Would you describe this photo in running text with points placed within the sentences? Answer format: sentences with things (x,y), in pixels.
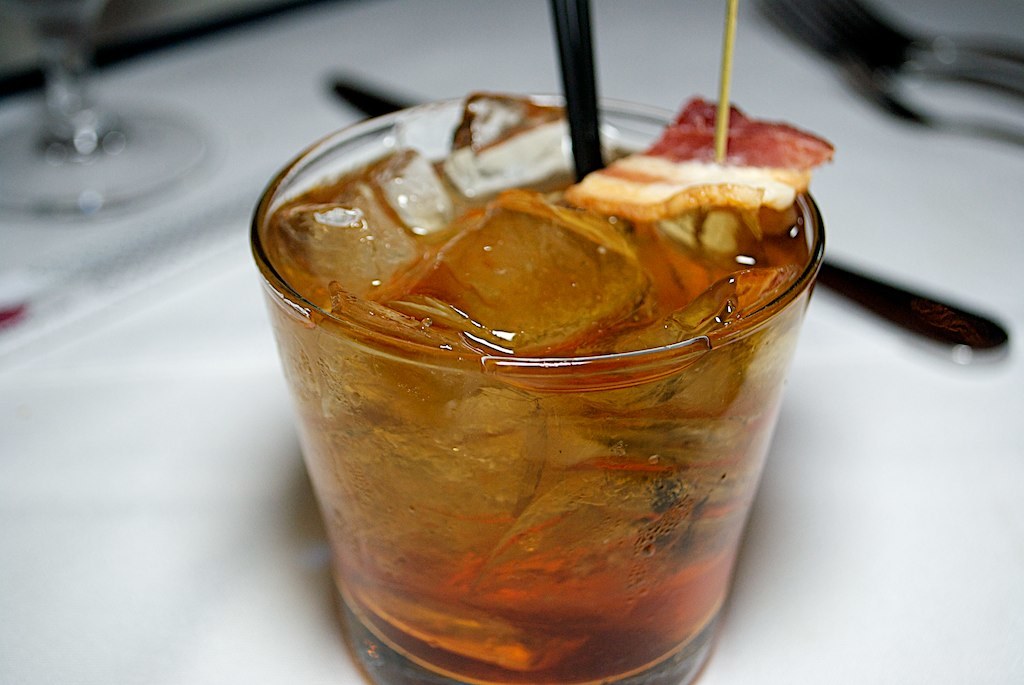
There is a glass (562,475) of drink (548,382) on a white surface (975,505). The glass (533,505) contains ice (537,172), drink (703,237) and a black straw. The background (1004,72) is blurred.
